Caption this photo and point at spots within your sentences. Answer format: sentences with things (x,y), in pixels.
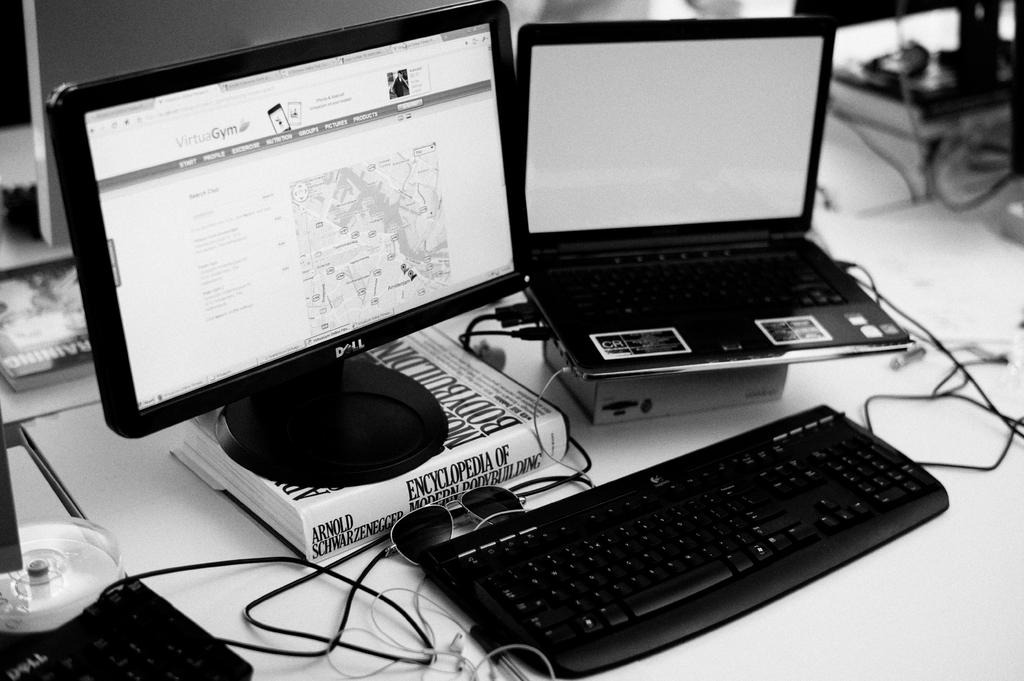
In this image i can see a desktop (452,227), a keyboard (735,514) on a table (912,657).
